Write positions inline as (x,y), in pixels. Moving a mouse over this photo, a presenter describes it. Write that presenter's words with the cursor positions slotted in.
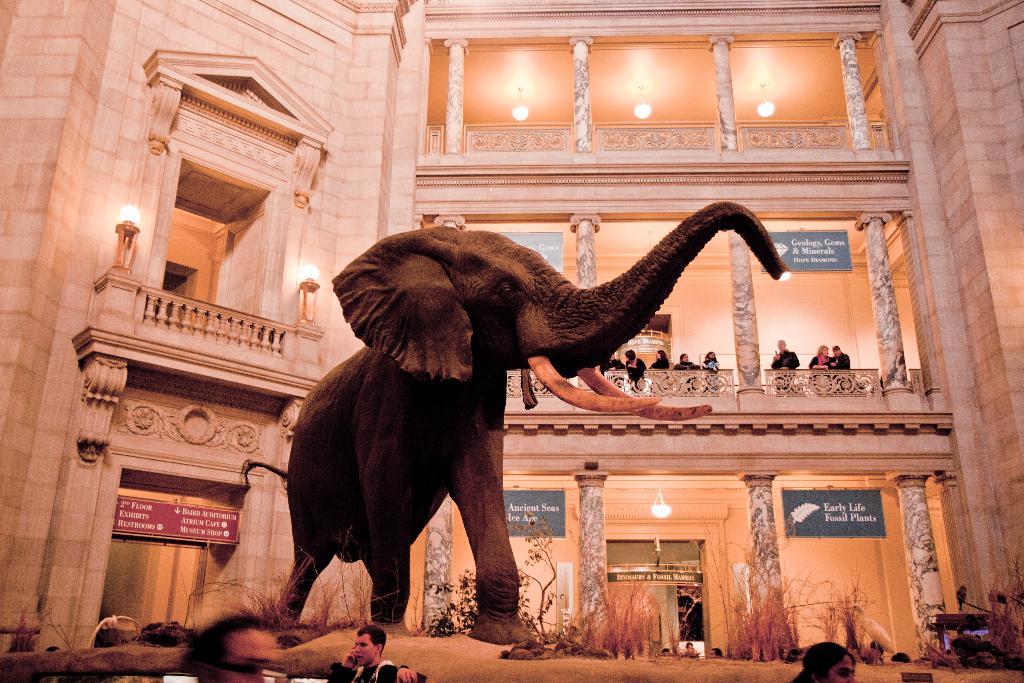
In the center of the image (382,256) there is a elephant (672,285). In the background of the image (117,253) there is building (532,77) with lights (763,85). There are people (635,372). At the bottom of the image (321,632) there are people (399,671) and sand (578,672).
